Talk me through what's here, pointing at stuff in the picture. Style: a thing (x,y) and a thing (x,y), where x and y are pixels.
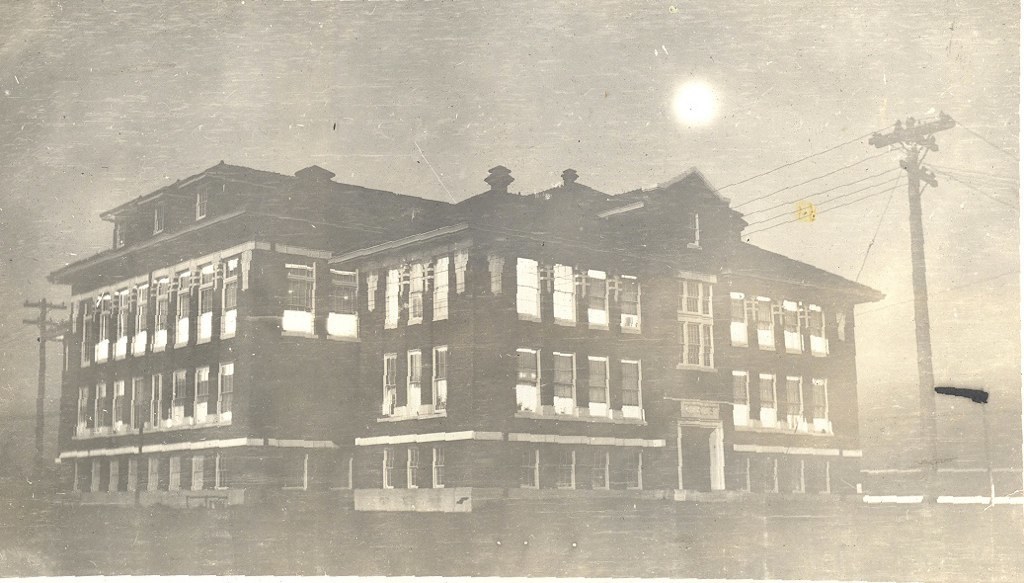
In this picture we can see a building (433,342) and poles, at the top of the image (686,98) we can see the sun (686,107).
